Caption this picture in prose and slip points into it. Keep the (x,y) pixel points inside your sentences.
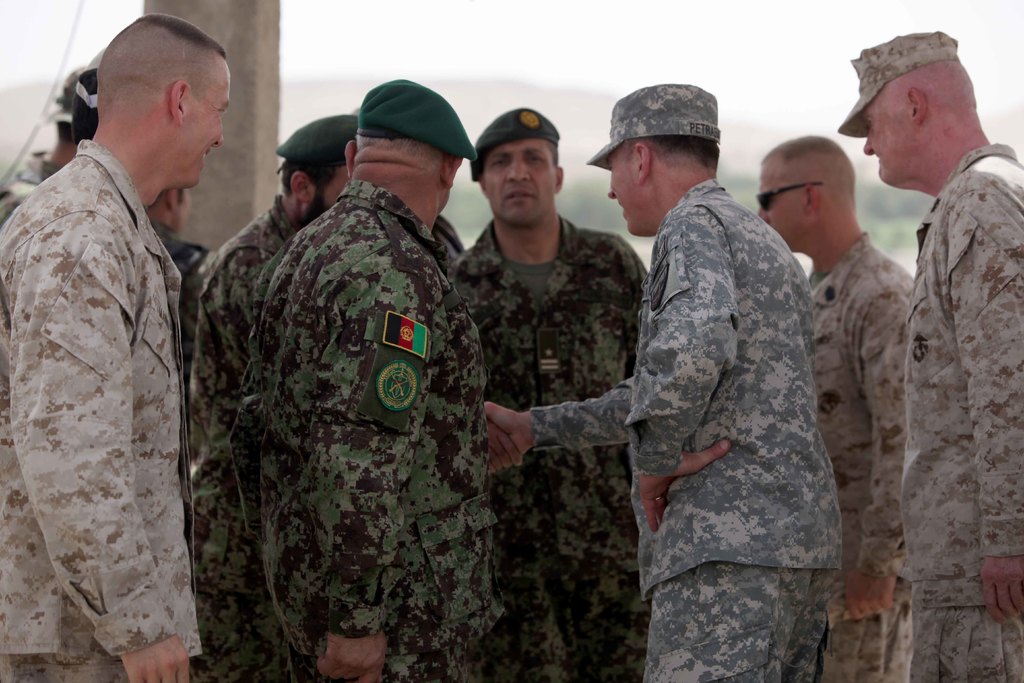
There is a group of persons (409,320) standing as we can see in the middle of this image (378,272). There is one pillar (254,167) beside to these persons (223,292).
